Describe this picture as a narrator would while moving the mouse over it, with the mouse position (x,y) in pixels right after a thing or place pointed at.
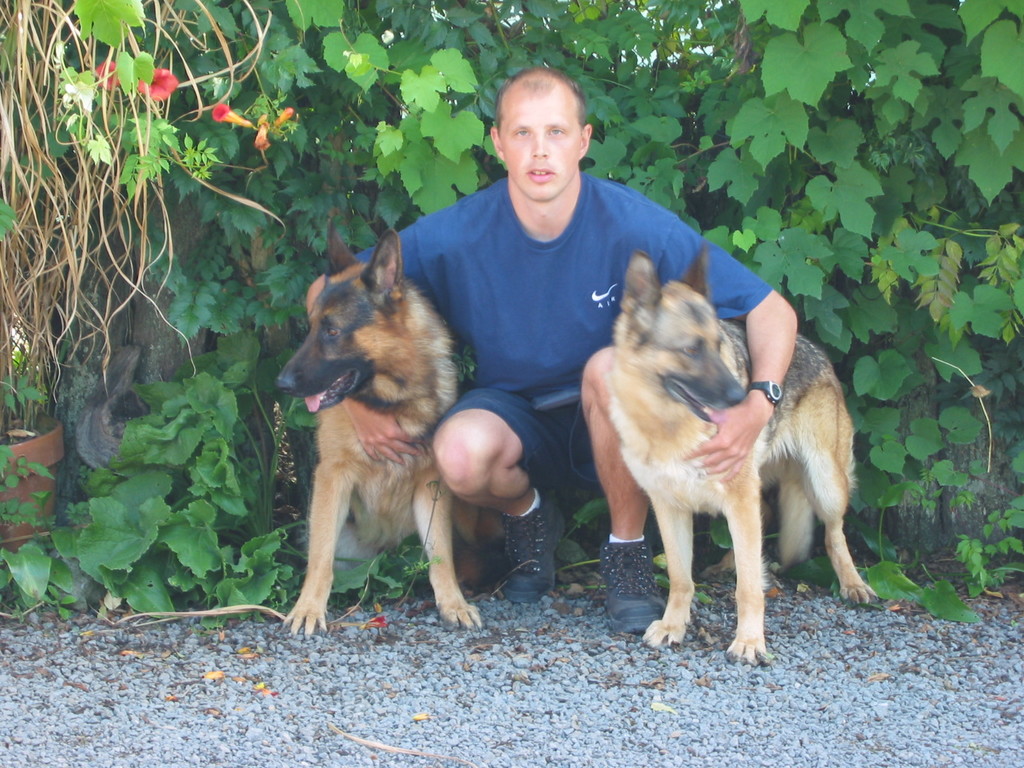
In the image there is a man (547,291) wearing a blue color shirt (578,319) holding two dogs (418,336) on his two hands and he is also in squat position in background (629,94) we can see trees (647,77) and flowers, at bottom (489,683) there are some stones (648,726).
